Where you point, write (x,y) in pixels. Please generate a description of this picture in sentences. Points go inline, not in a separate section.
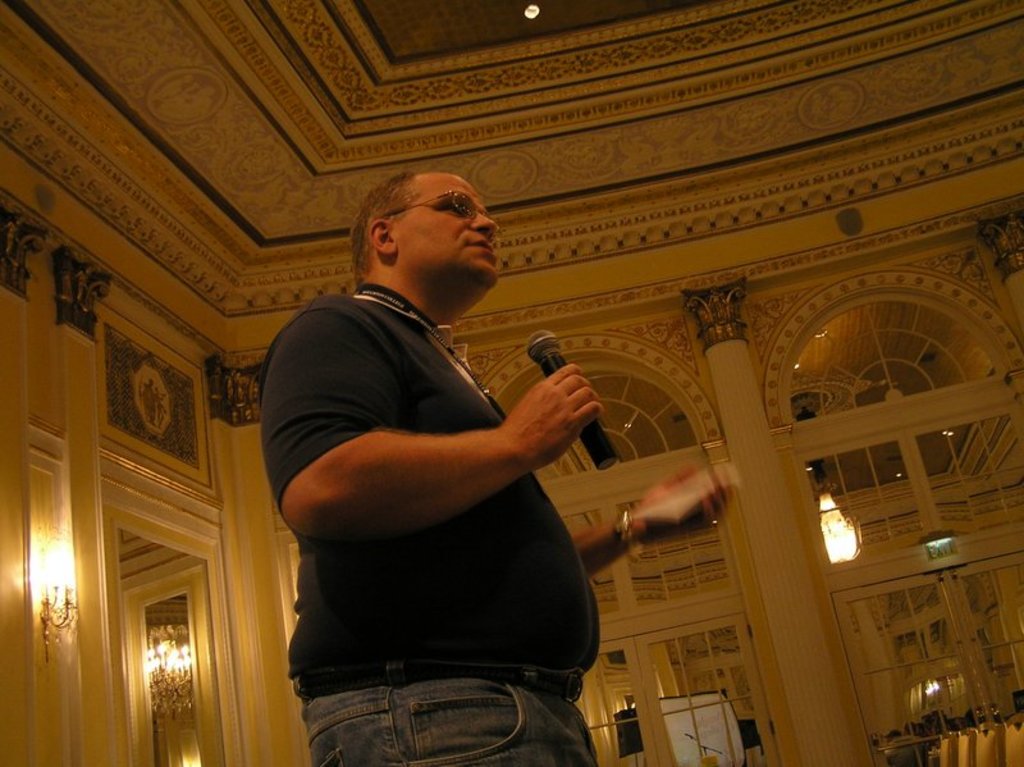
In this picture there is a man (363,375) in the center of the image (550,345), by holding a mic (550,334) in his hand (538,388) and there are lamps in the image and there are arches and mirrors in the image.
